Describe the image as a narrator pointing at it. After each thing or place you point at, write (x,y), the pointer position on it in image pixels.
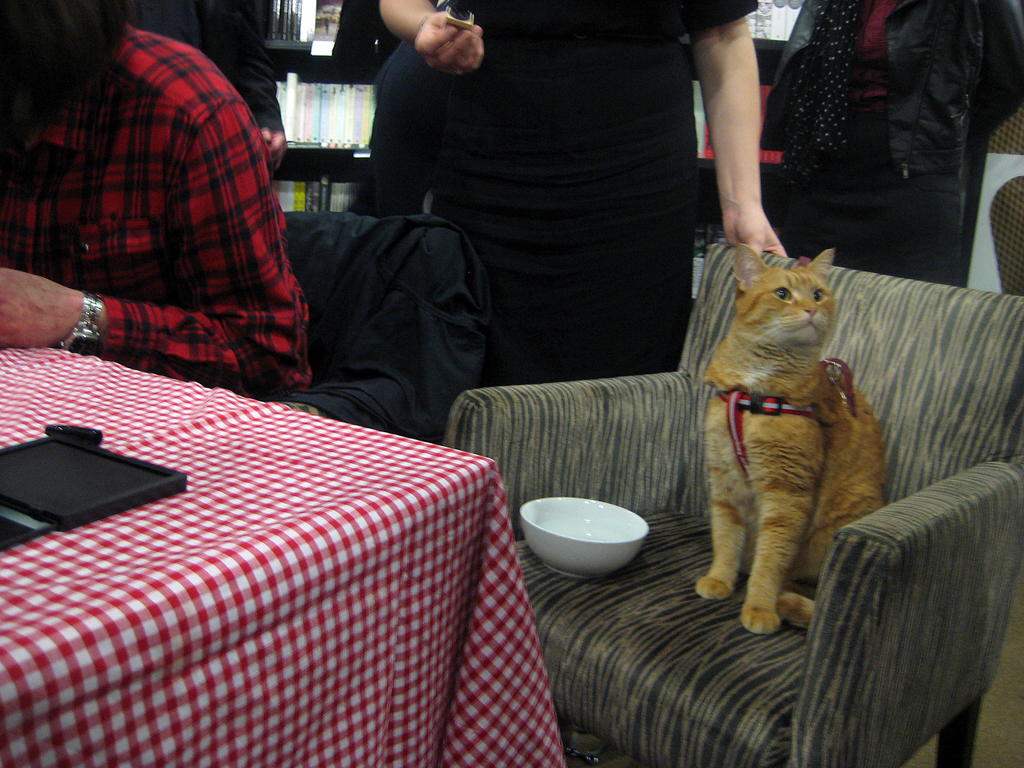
In this image we can see person (260,355) sitting on the chair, a cat (750,465) sitting in the chair (511,460), bowl (563,505), table (399,511), table cloth (386,507), persons (837,168) standing on the floor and books (295,2) arranged in rows.
